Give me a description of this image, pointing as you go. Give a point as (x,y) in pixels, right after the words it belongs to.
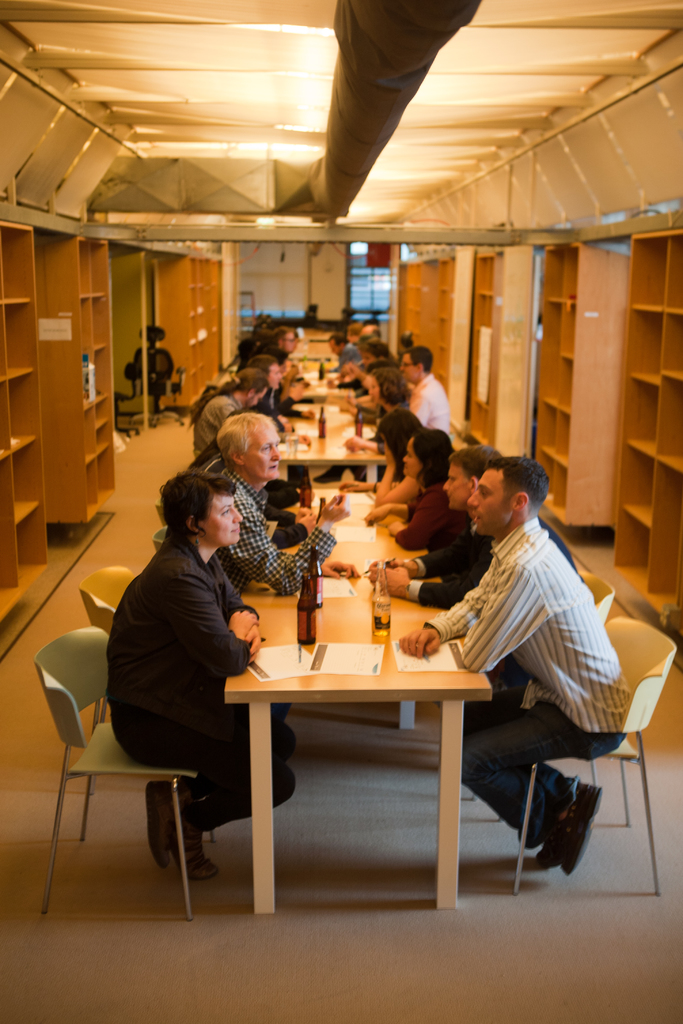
In this picture we can see a group of people (225,572) sitting on chairs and in front of them there is table (393,641) and on table (354,624) we can see bottles (385,601), papers (356,653), glass (290,435) and beside to them racks (76,320) and in background (271,284) we can see window (354,296).
